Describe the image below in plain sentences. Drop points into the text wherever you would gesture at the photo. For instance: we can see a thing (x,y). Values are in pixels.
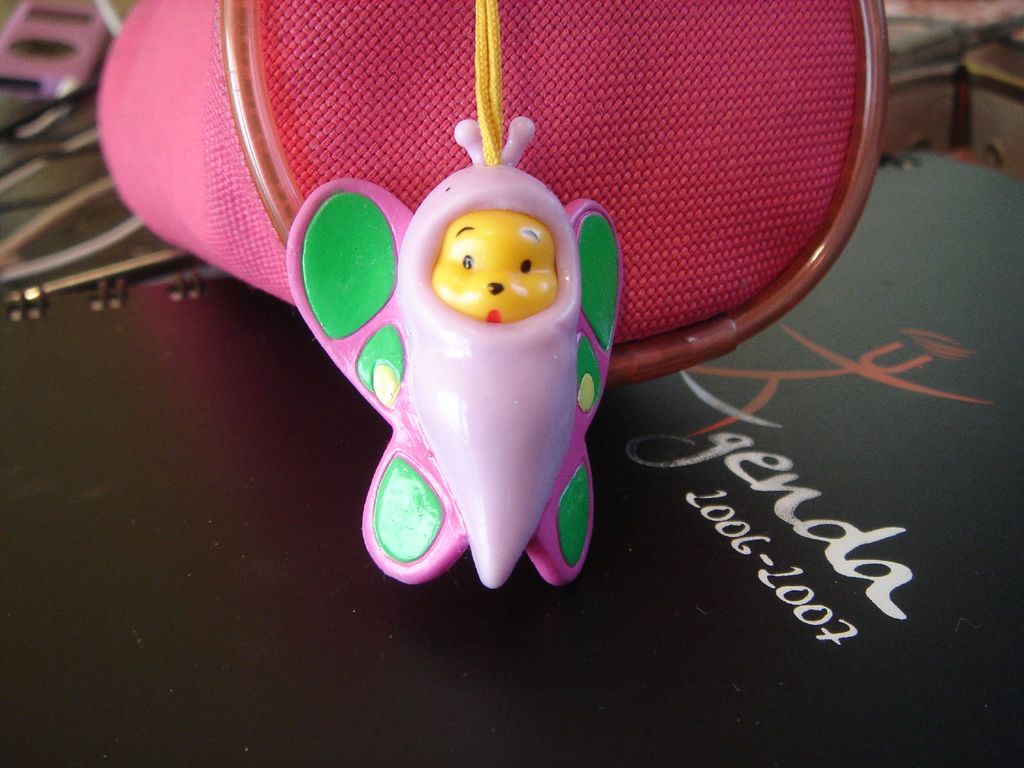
In this image we can see a toy (437,246), beside that we can see an object (644,56), we can see text (689,386) written on the surface (840,485).
